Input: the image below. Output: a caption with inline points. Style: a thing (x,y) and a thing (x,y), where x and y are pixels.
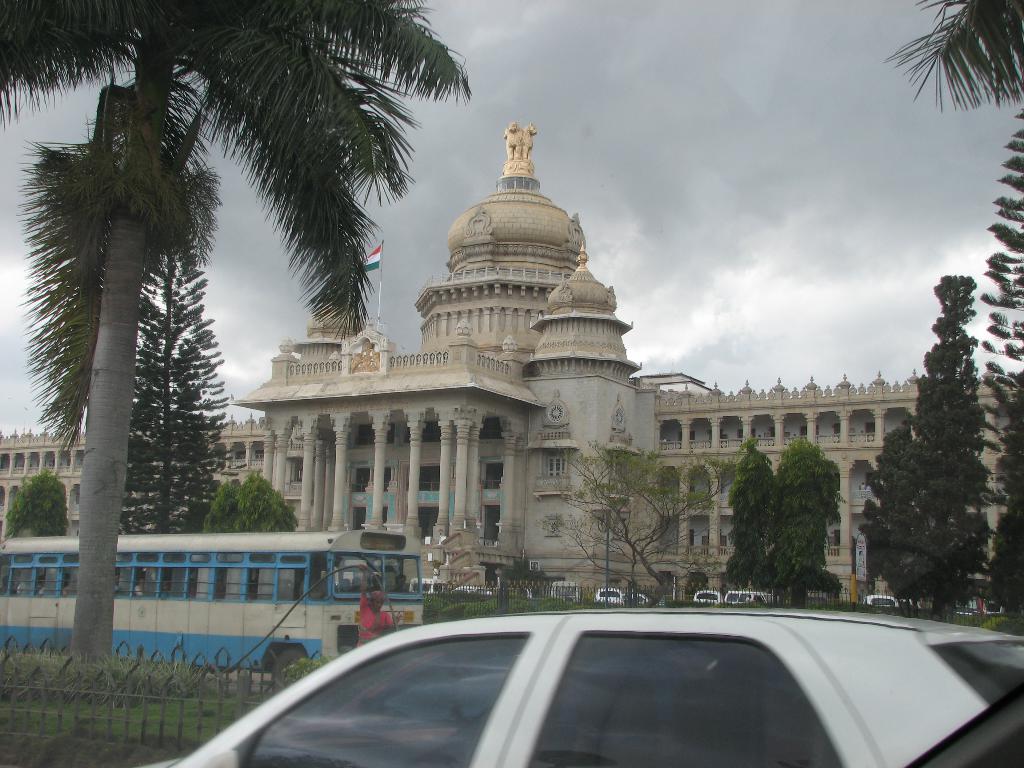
In this image we can see a building (579,548), there are few vehicles (676,674), trees (783,504), windows (630,661), fence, pillars (475,527), flag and a statue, in the background (787,90) we can see the sky (615,162) with clouds (767,108).
